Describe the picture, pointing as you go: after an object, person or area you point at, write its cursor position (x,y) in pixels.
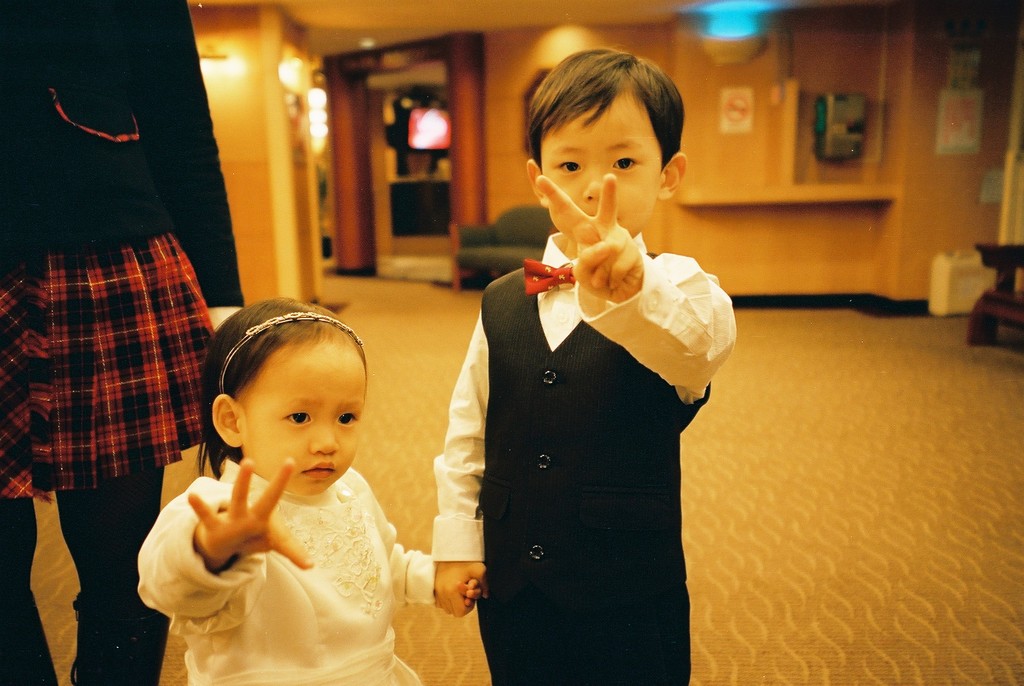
In this image I can see three people (327,526) with black, red and white color dresses (357,514). In the background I can see the couch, many boards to the wall (710,185) and the lights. To the right (974,287) I can see the some objects (974,287).
